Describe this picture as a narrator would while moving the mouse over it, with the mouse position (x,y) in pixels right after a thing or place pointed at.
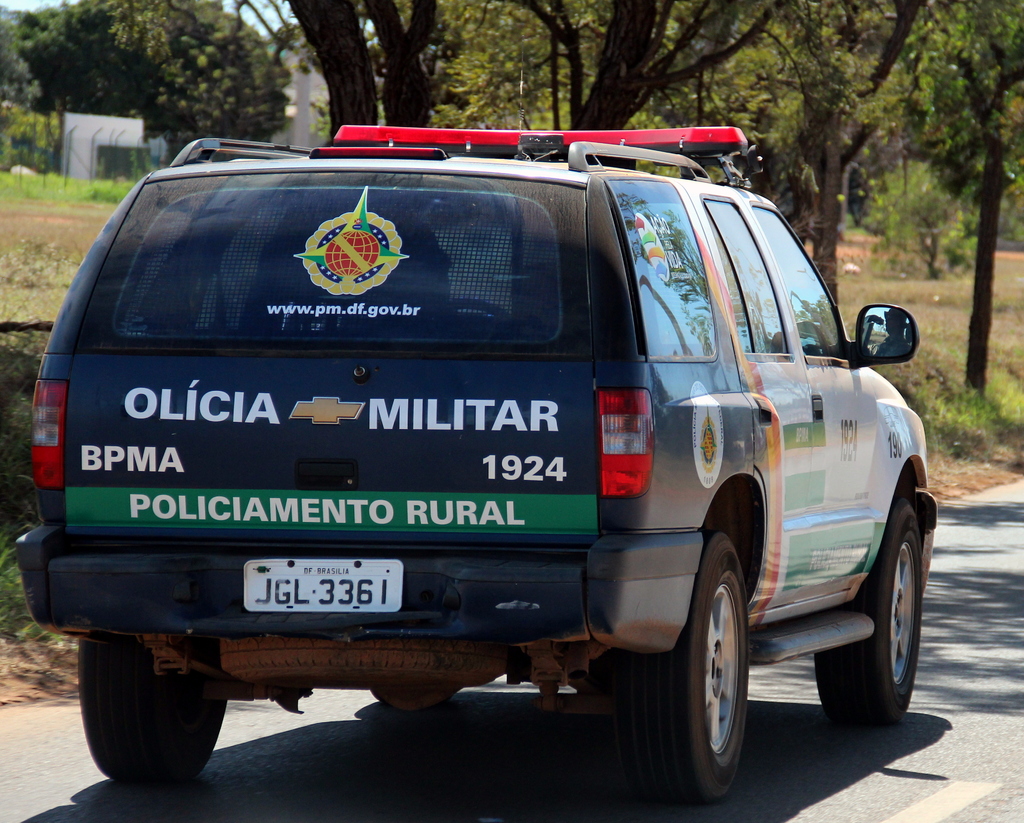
In this image we can see a car (520,550) on the road (775,691). We can also see some grass (42,293), the bark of the trees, a metal fence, a group of trees (832,254), a building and the sky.
